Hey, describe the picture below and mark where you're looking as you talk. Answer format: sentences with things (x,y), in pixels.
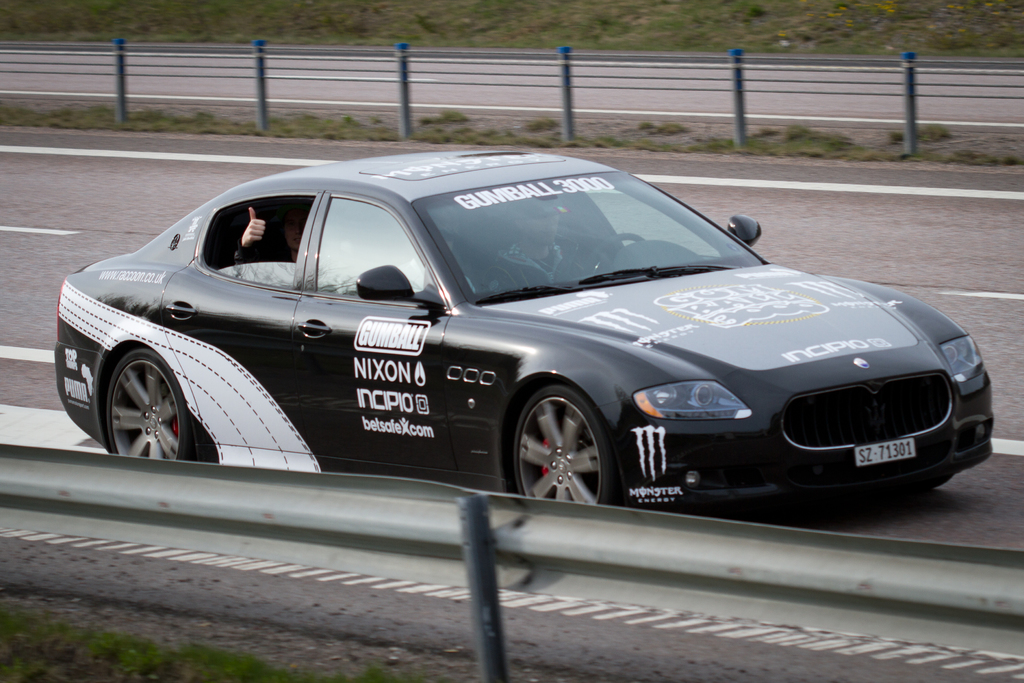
In this image I can see a road (66,210) and on it I can see a black colour car (529,384). I can also see few people (533,258) inside this car (419,268) and on this car (340,323) I can see something is written. In the background (232,25) I can see railing (484,59) and grass (534,42).
